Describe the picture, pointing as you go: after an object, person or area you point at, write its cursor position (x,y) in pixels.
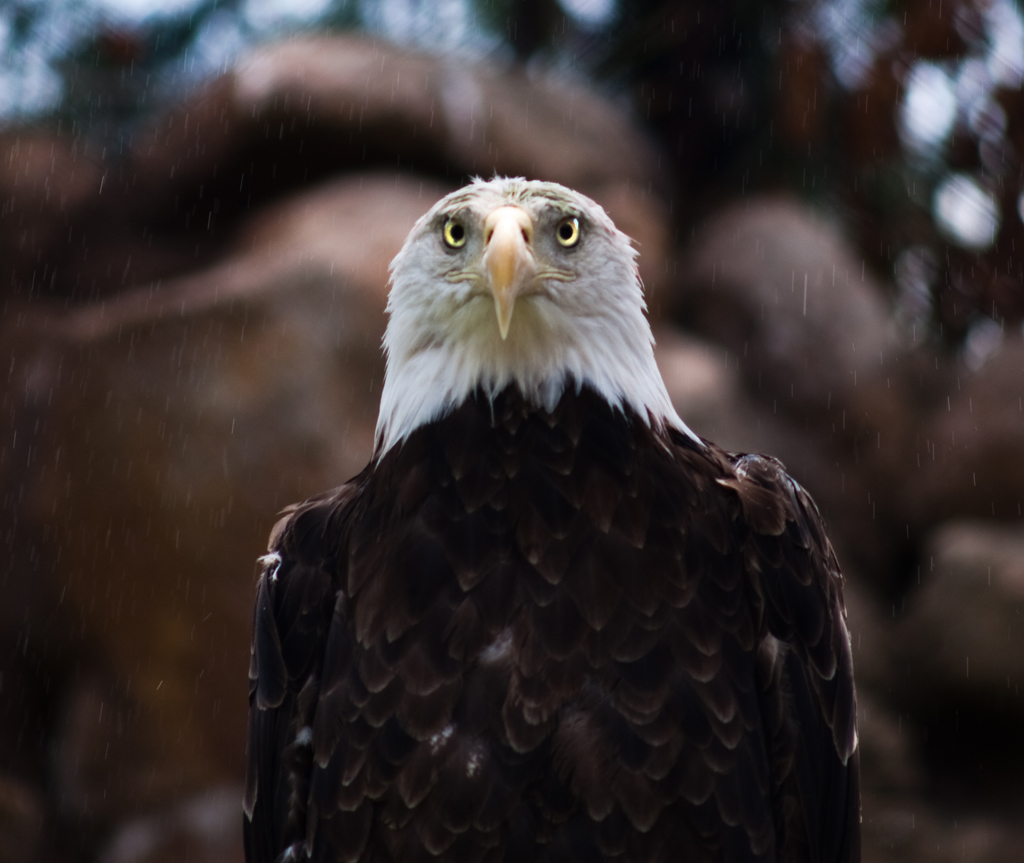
In this picture we can see an eagle (634,379) and blurry background (691,262).
